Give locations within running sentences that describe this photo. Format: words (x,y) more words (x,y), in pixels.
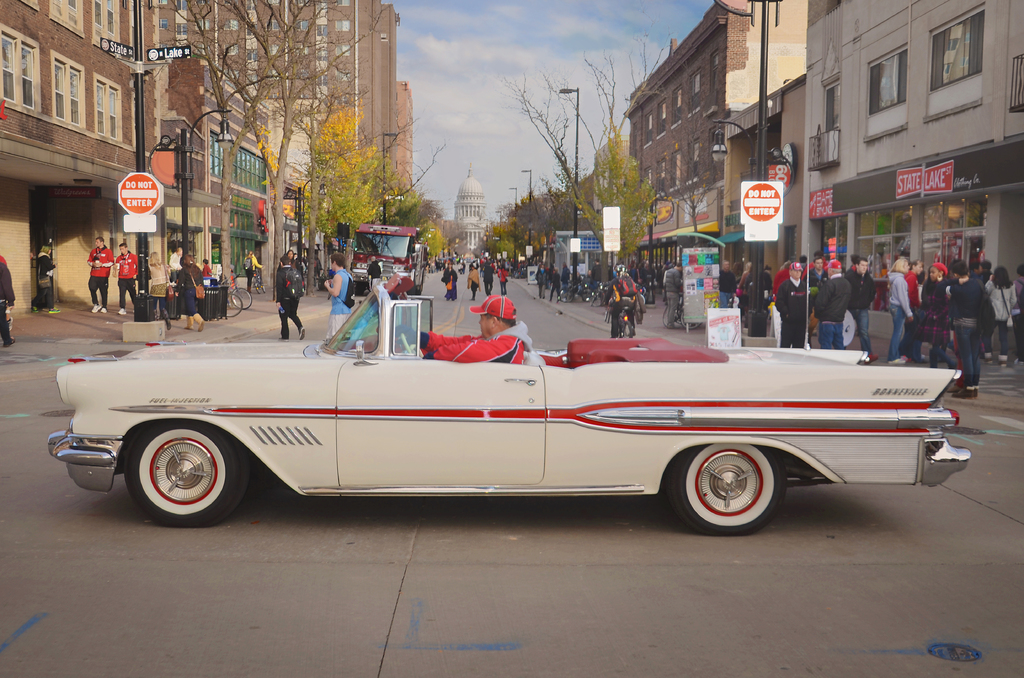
In this image we can see few people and vehicles (607,368) on the road (400,553), a person (483,345) driving a car (640,396) and a person (634,315) riding a bicycle (621,317), few boards (607,229) to the pole (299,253), few people (190,306) standing on the pavement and there are few buildings (682,156), trees (351,197), street lights (760,170) and the sky (482,55) on the top (508,40).
